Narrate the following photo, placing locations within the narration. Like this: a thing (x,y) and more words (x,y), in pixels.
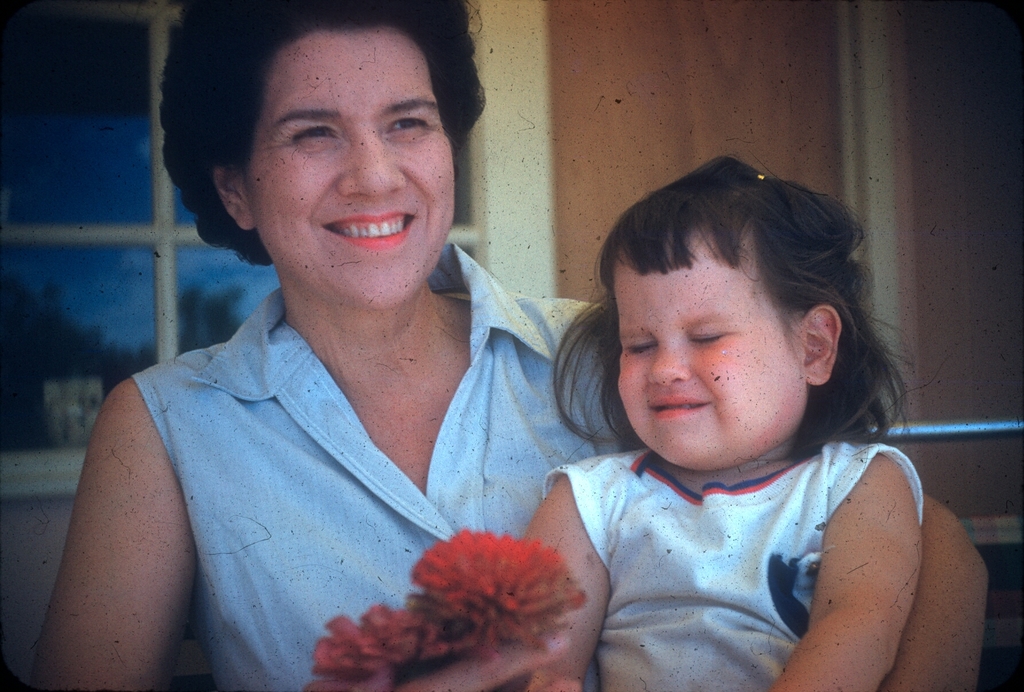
In the center of the image (656,237) we can see a lady (388,403) is holding kid (756,407) and flowers (490,560). In the background of the image (627,24) we can see wall (787,80), window (133,235), glass (120,292), trees (33,339) are there.
